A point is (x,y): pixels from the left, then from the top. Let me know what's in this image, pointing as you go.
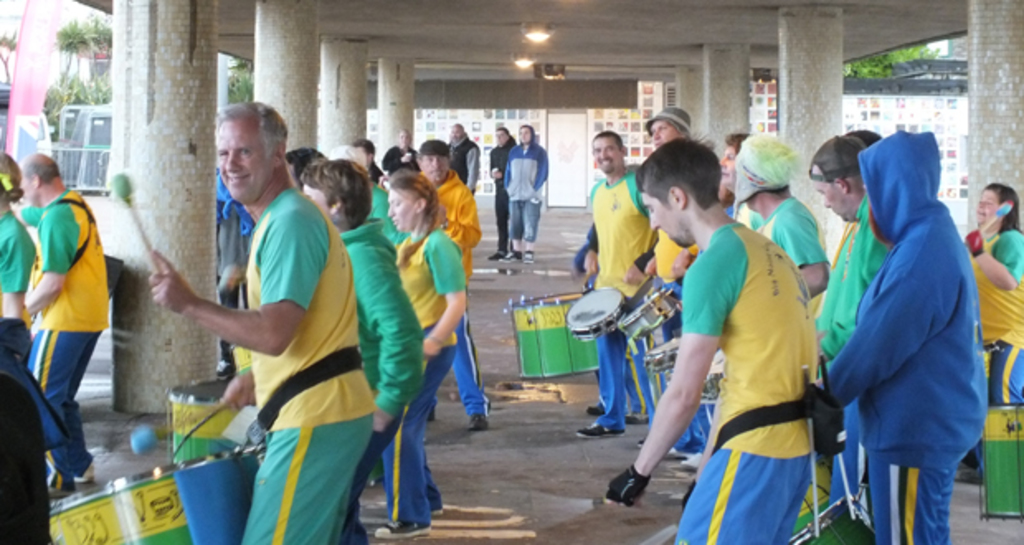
This picture describes about group of people (432,362), few people (272,418) are playing drums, in the background (197,81) we can see few pillars (139,114), lights (527,38) and trees (102,32).
